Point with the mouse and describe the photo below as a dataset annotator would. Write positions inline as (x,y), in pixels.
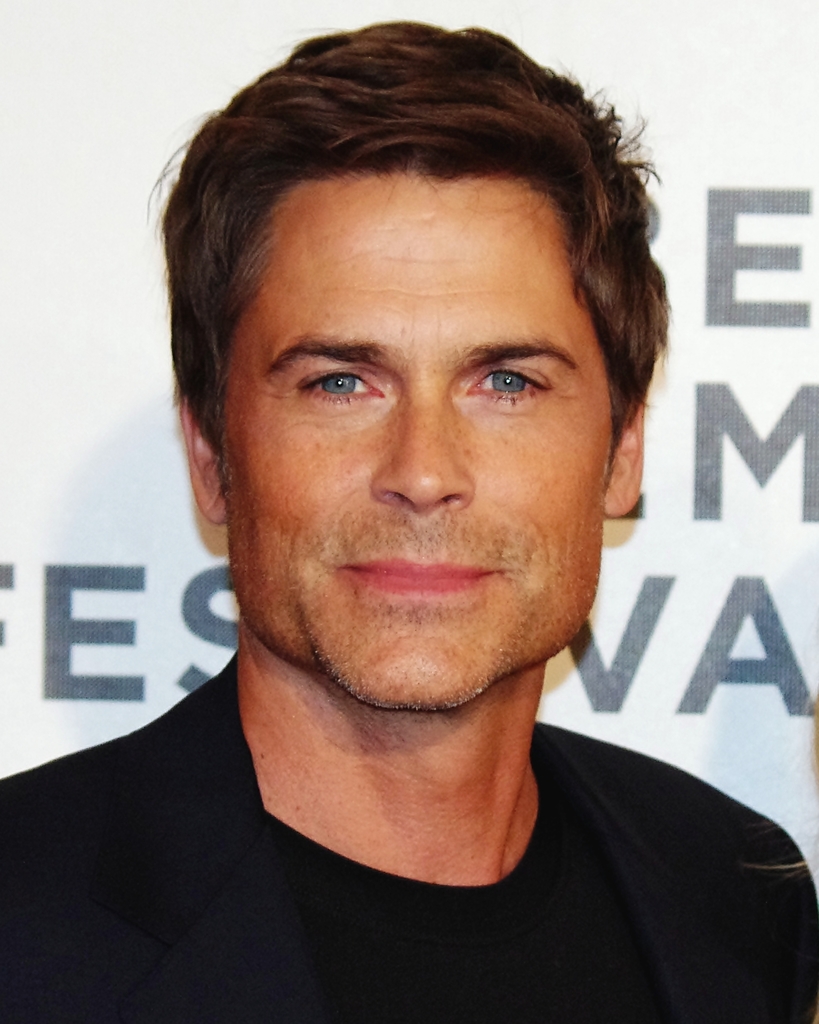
In this picture there is a man (335,933) with black suit (258,968). At the back (182,129) there is a board (768,439) and there is text (714,510) on the board (715,466).
